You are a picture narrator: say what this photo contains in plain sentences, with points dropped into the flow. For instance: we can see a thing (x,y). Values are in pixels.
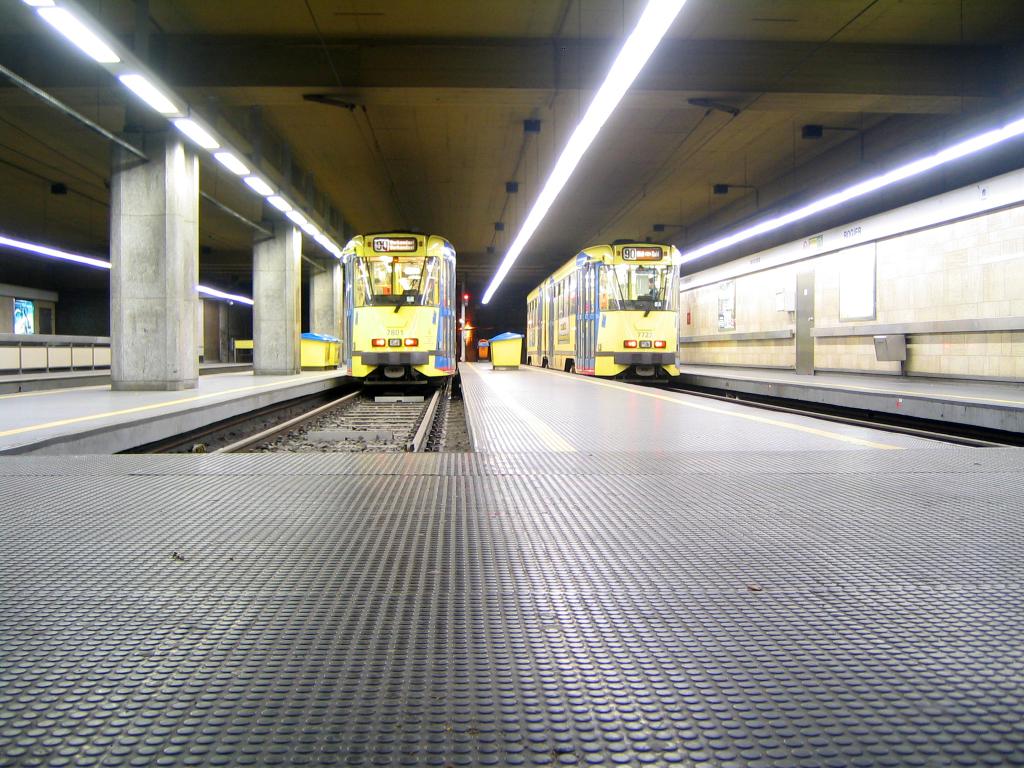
In this image we can see trains (529,353) on the track (379,406). Here we can see bins (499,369), pillars (161,371), wall (818,308), board (848,317), hoarding (31,302), lights (242,171), and ceiling (727,125).
